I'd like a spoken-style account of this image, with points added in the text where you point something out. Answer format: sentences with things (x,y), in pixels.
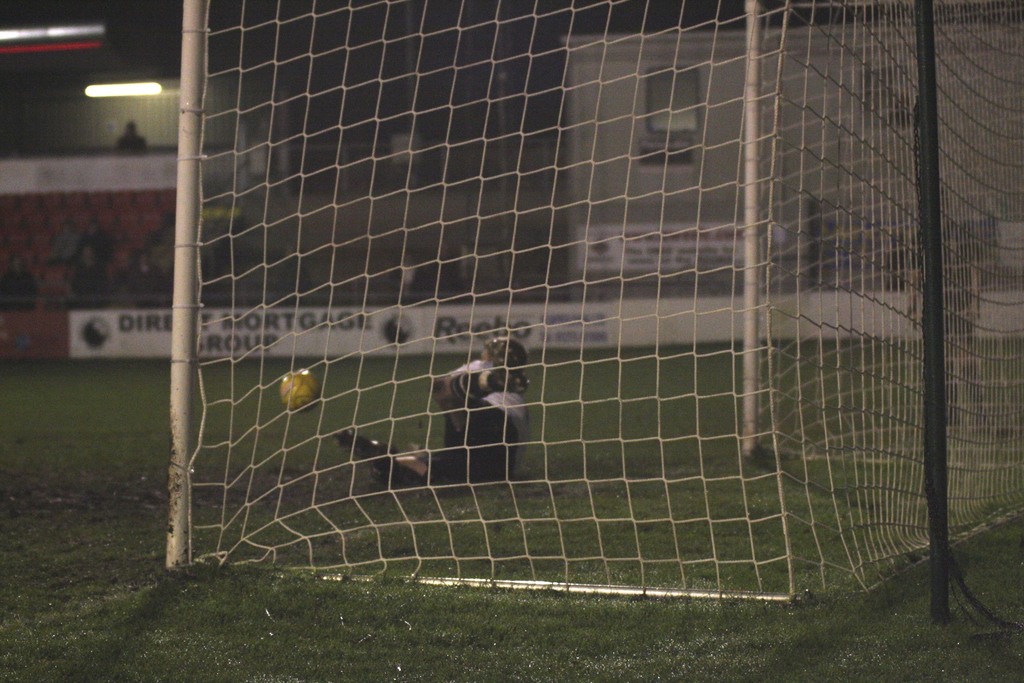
In this image there is a ground (226,610) at the bottom (224,617). On the ground (284,495) there is a goal post (624,437). In this image we can see there is a goalkeeper (465,406) who is trying to stop the ball (306,383). In the background (92,320) there is a fence (93,324) around the ground (228,633). On the left side (116,94) top there is a light (96,94). There are few people (64,256) sitting in the stands (50,208) watching the game.
